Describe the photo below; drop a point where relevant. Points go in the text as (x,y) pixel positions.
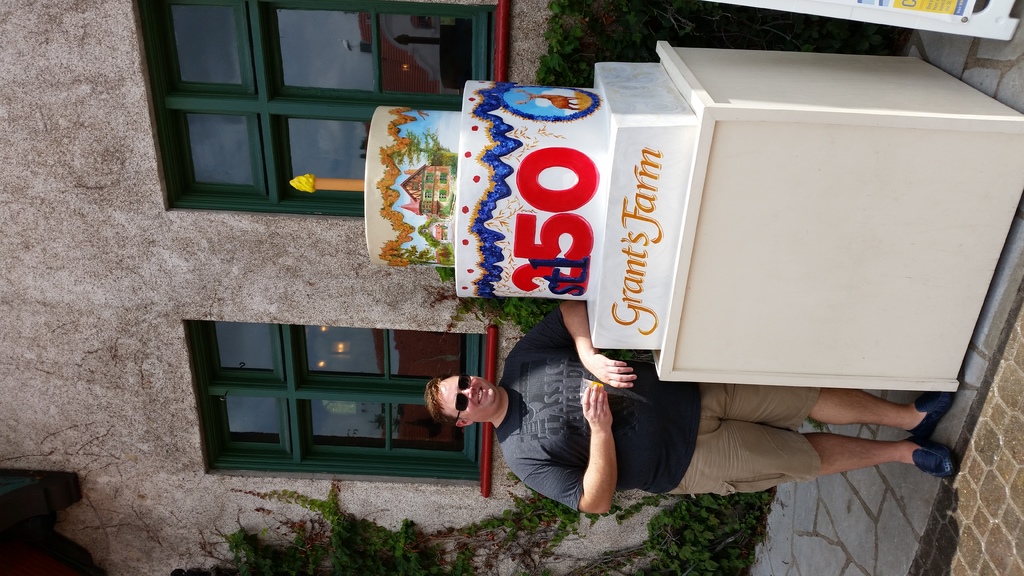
In this image, I can see a person (571,450) standing and smiling. Beside the person (653,388), I can see an artificial cake (466,206) with a candle (338,190) on a table (716,170). Behind the person (521,427), I can see a building (286,285) with windows (329,381) and there are plants (635,23).
